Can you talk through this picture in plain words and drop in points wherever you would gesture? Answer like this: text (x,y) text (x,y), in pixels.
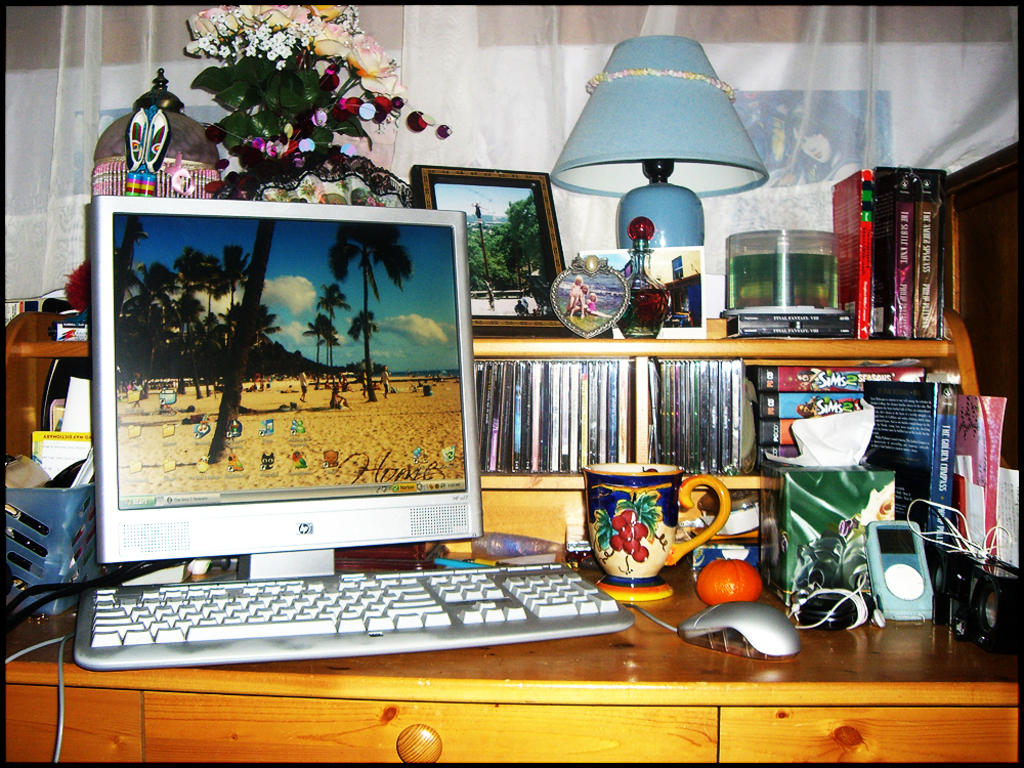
In this image we can see a monitor (192,501), pen-holder (47,505), flower pot (278,160), lamp (678,123), frame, CD's (544,435), cup (596,534), mouse (710,616) are on the table (829,644). At the background (815,60) we can see a curtain (784,40).
